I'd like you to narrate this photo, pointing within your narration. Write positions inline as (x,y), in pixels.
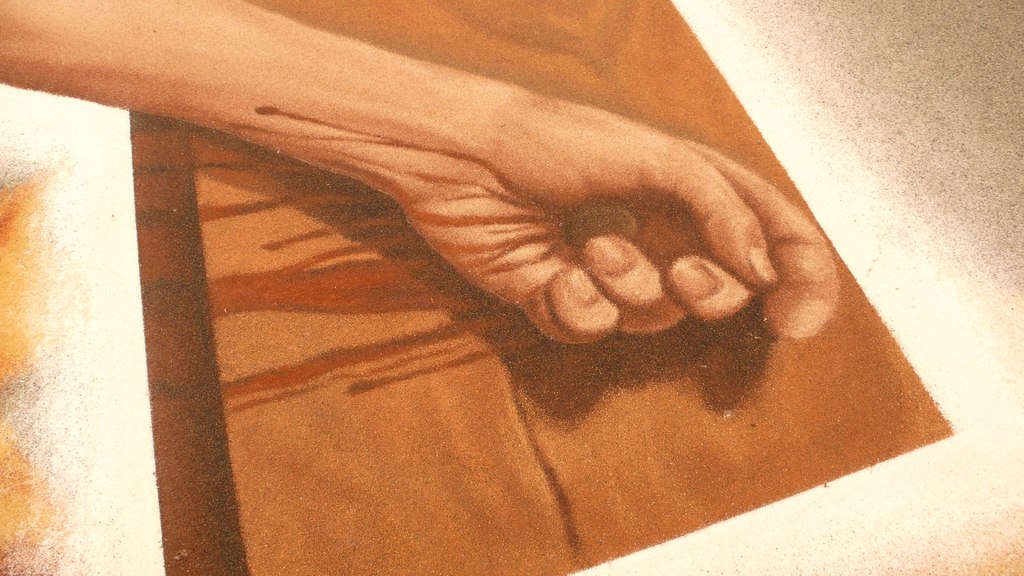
In the image there is a hand (554,207) of a person (510,215) and there is some object (597,215) inside the person's hand (526,224), there is some object (604,430) under the hand (610,144).
